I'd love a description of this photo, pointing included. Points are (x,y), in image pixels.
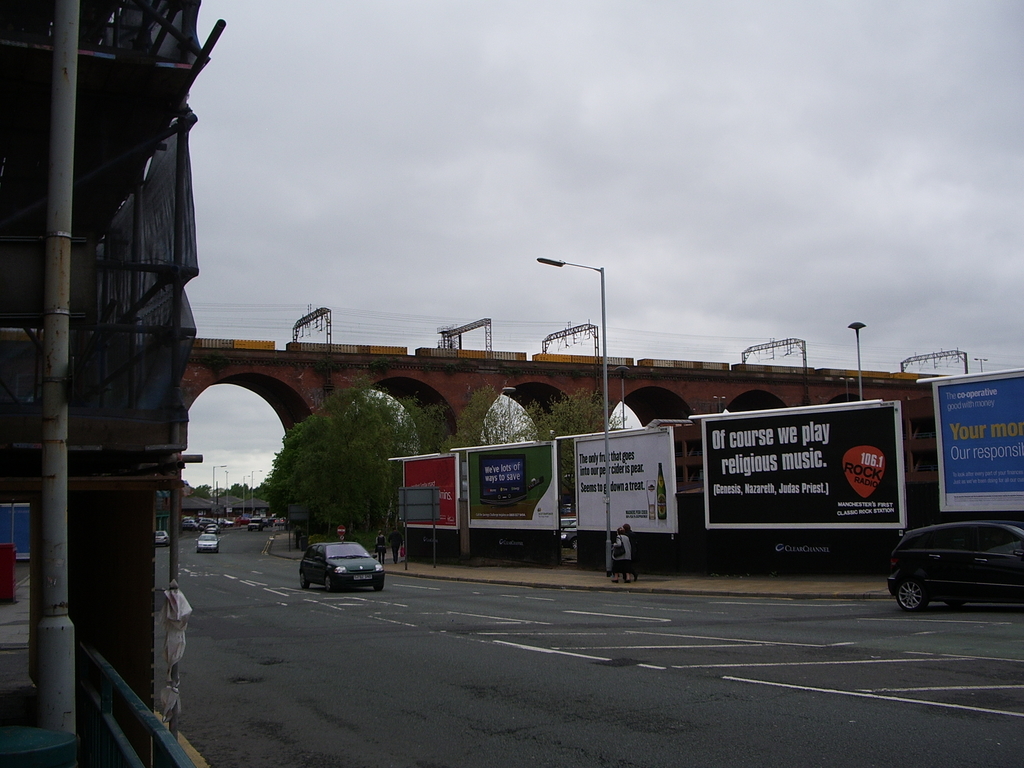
There are few vehicles (943,580) on the road (764,640) and there is a bridge (519,376) in the background (639,374) and the sky (457,140) is cloudy.
